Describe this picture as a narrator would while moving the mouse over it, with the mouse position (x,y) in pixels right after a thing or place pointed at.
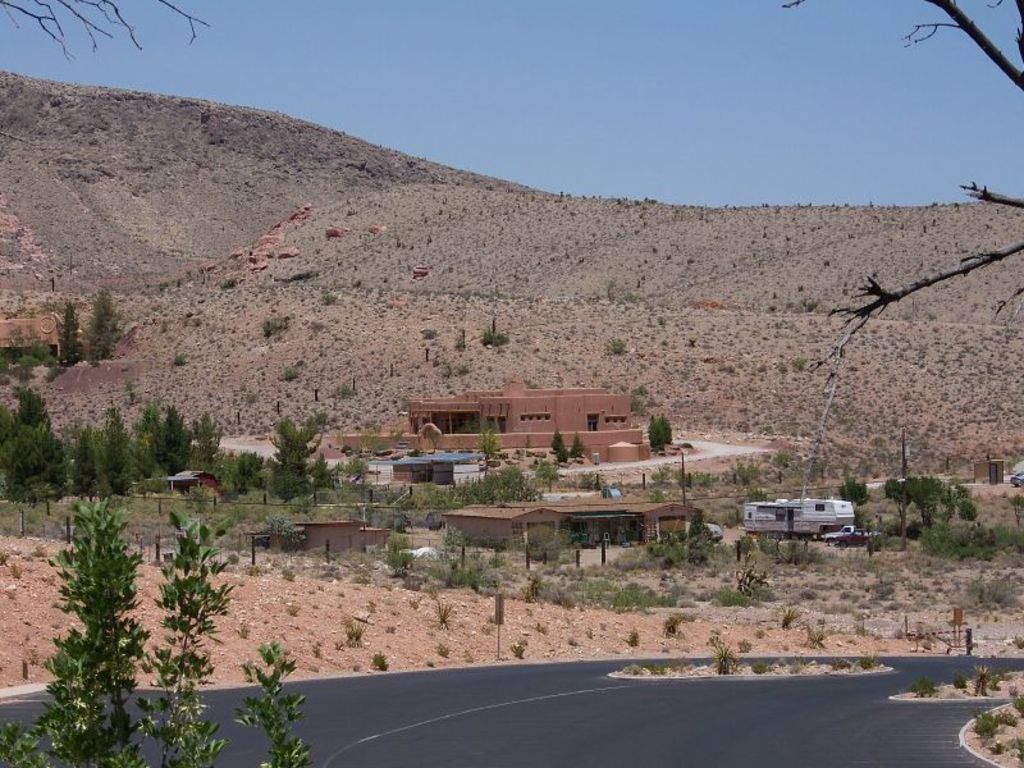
In the foreground of the picture (610,662) there are plants (121,670), soil (446,664), tree (164,674) and road (156,695). In the center of the picture (476,485) there are trees (15,468), plants (493,491), building (591,397), fencing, boards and other objects (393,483). At the top (371,200) there are hills (405,207). Sky (502,135) is sunny.
